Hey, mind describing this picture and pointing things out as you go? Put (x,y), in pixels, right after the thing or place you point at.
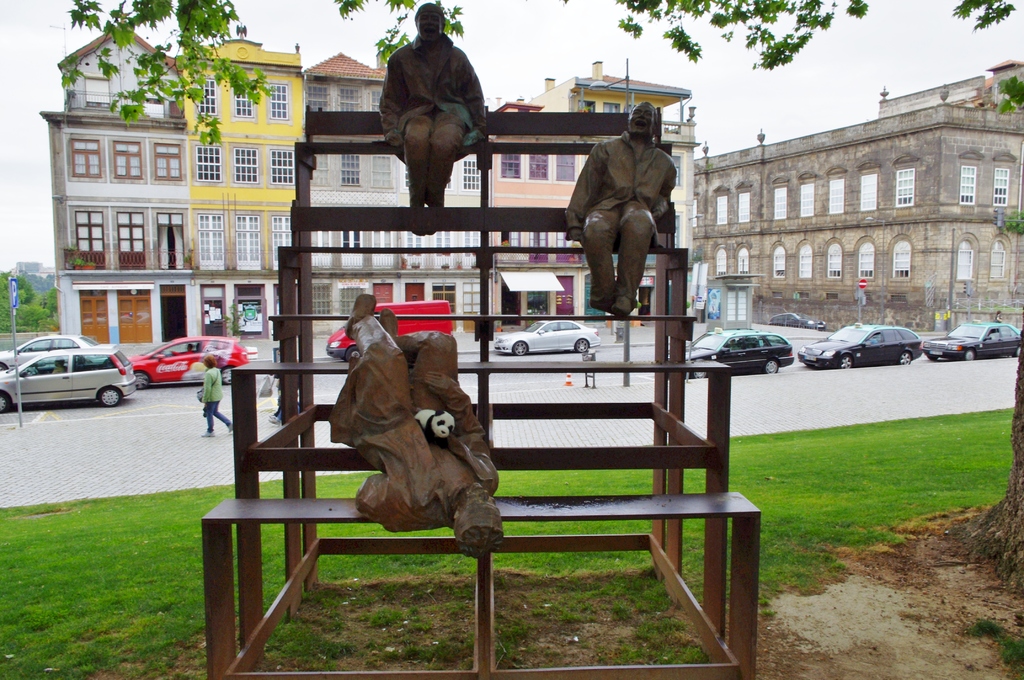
In the image we can see three statues (600,189). In middle (344,331) from left to right we can see many cars (53,347) are moving. On left side (208,397) there is a woman (219,391) walking with her hand bag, in background (279,189) there is a building (571,190) and windows (240,153) and sky (60,47) is on top (48,44).
